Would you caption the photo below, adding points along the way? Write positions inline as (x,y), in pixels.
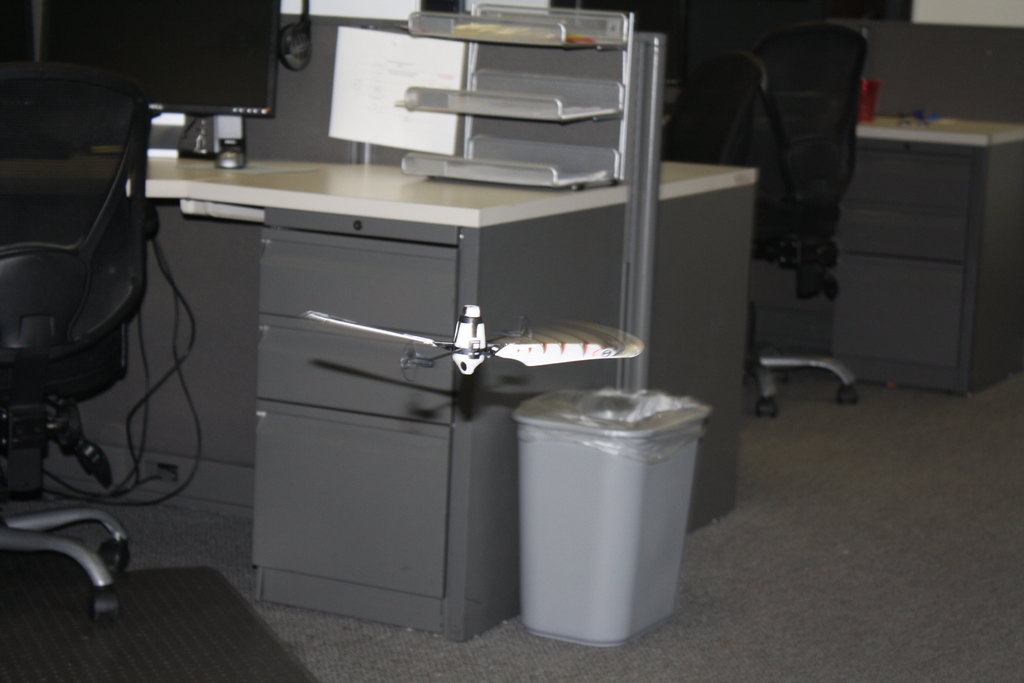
In this image I can see a system (213,76), chair (112,310) in black color and the system (248,76) is on the table (330,183), the right I can see dustbin (531,527) in white color. In the background (814,43) I can see a chair (828,181) and table (1010,163).
